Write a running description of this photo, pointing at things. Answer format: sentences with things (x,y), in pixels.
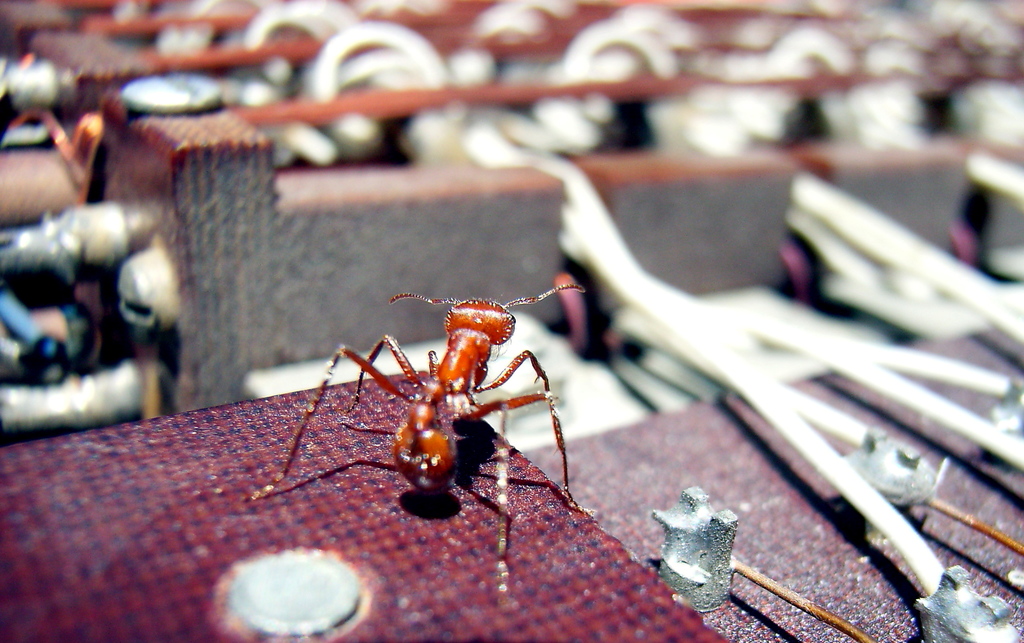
In this image, we can see an insect (404,427) on the stand (524,559) and in the background (524,109), there are rods (177,162) and we can see wires (801,412).
